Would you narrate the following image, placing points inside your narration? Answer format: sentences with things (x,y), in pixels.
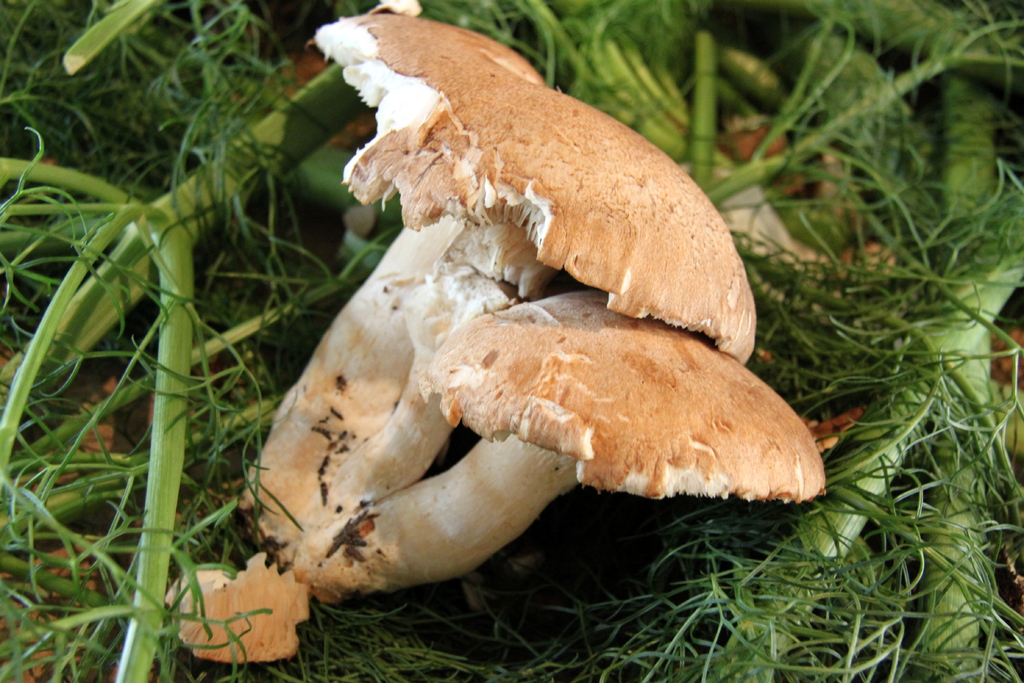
In this image we can see mushrooms (503,349) and at the background of the image (311,297) there are some leaves (67,445).
